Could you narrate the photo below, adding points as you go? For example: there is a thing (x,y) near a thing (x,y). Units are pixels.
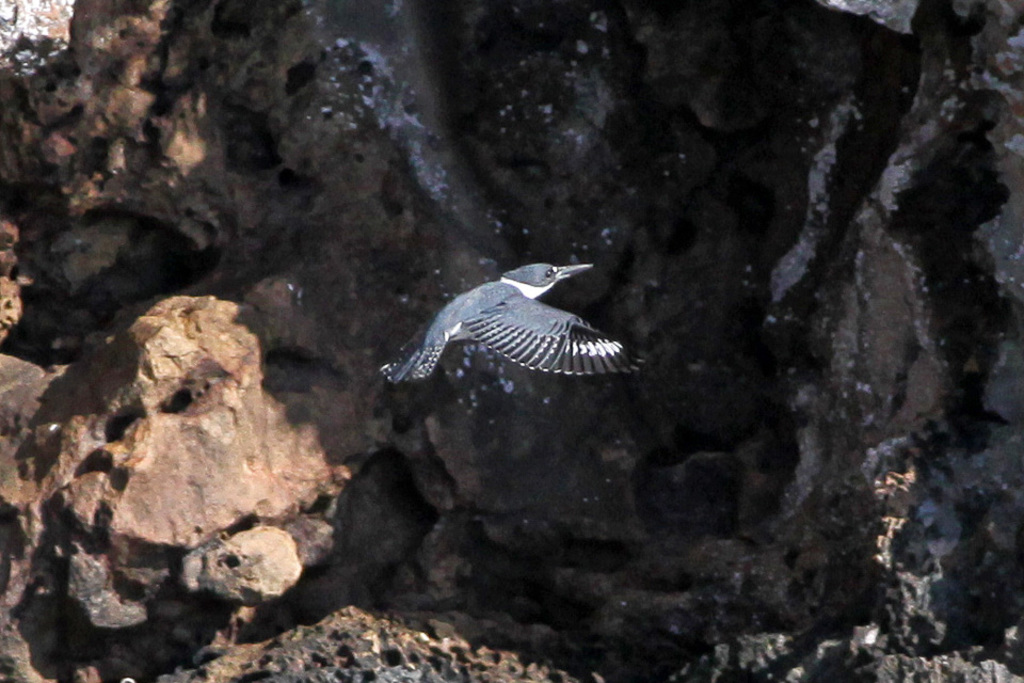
In the center of the image (524,318) we can see a bird (465,309). In the background (276,168) there is a rock (722,295).
